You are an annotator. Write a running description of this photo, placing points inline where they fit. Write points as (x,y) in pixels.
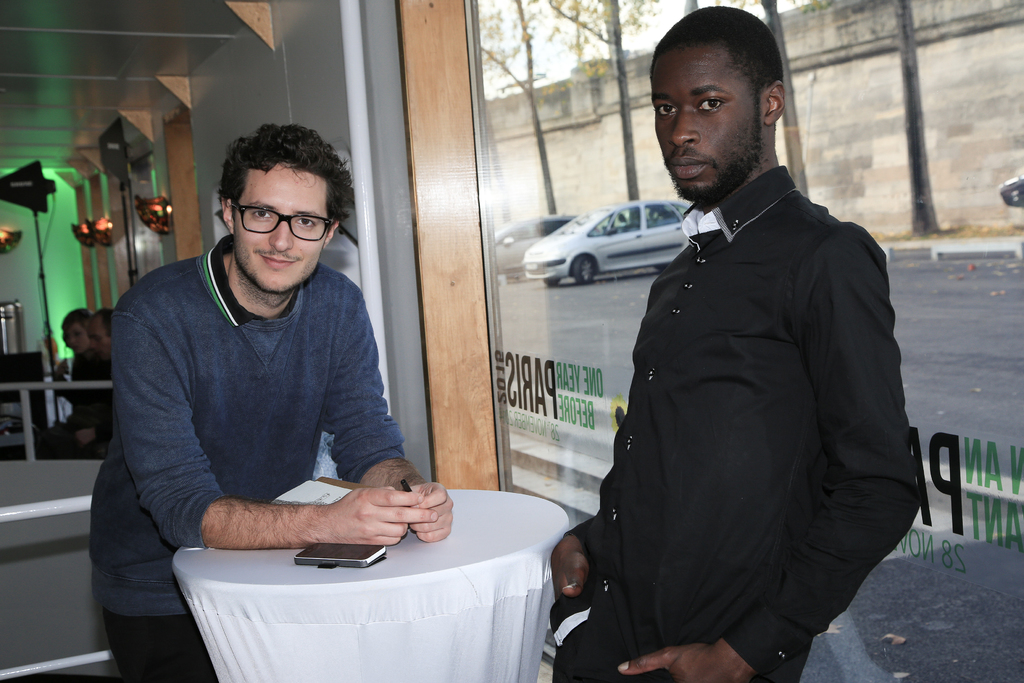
in this image the two person (827,481) is standing on the floor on the right side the car (603,265) is parked the both are wearing shirt (177,460) and pant (164,621).
